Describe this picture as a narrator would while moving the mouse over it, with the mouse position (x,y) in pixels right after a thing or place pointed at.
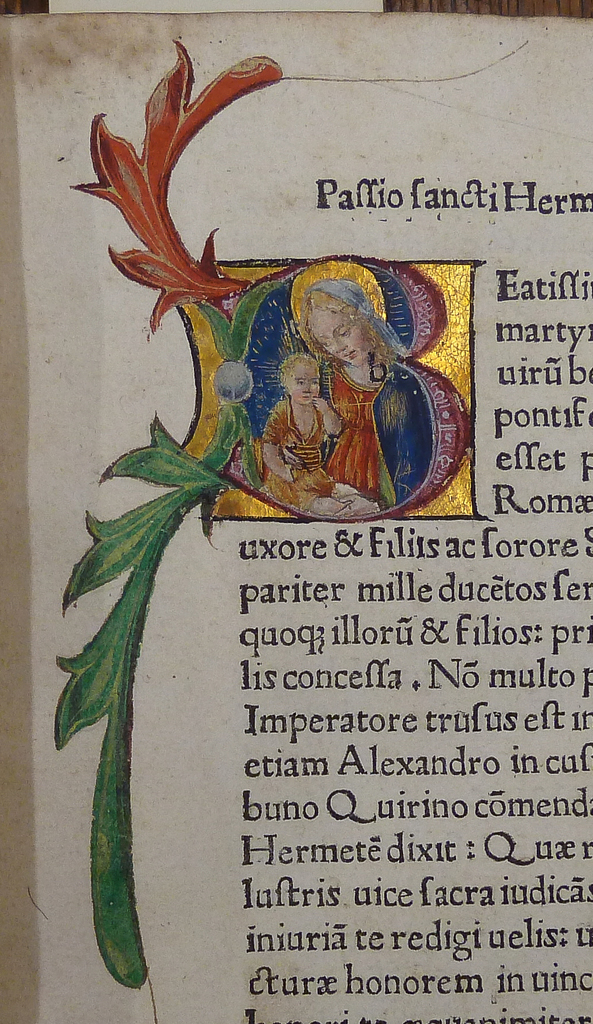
In the center of the image (288,487) there is a painting (363,447) of a lady (343,372) and a child (275,482). There is text (506,271).
